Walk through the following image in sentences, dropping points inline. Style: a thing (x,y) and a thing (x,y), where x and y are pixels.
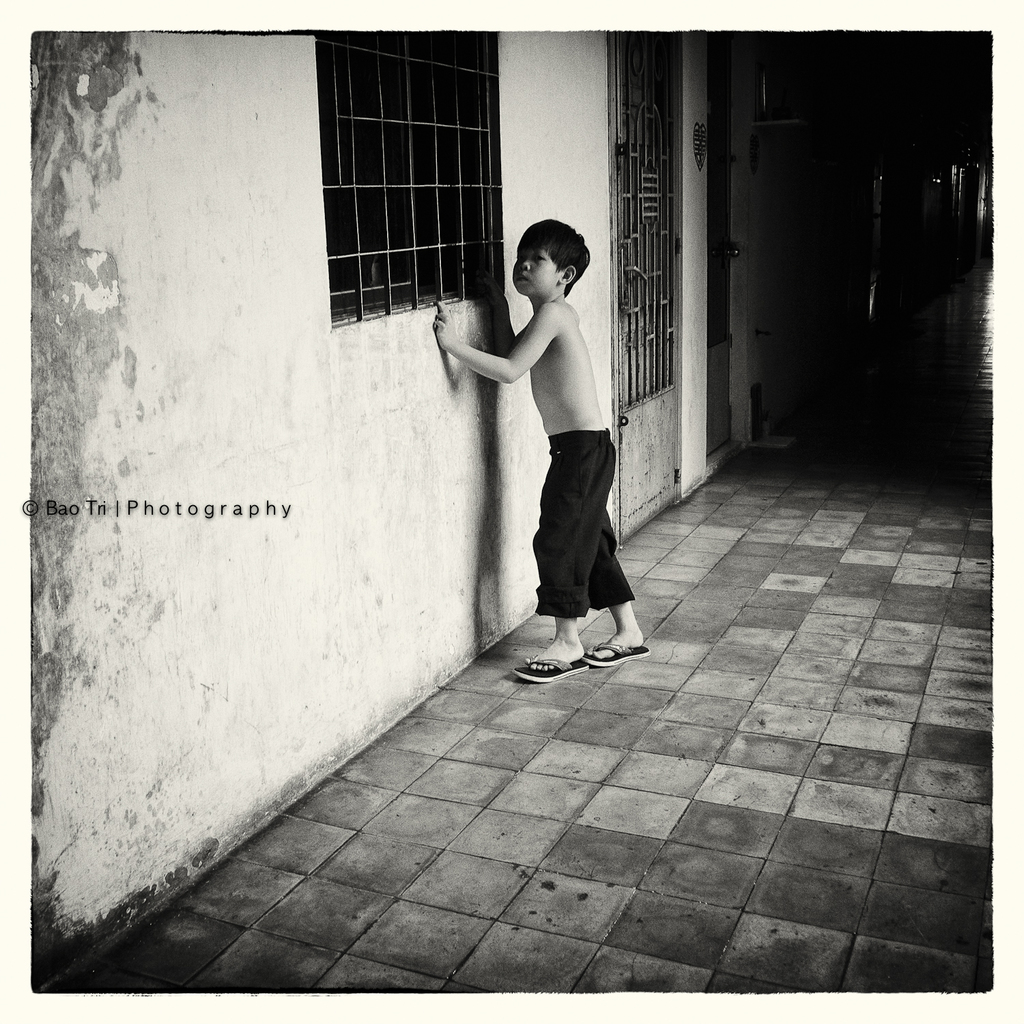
In the image we can see black and white picture of the boy (584,473) standing, wearing slippers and shorts (612,584). Here we can see the floor (582,789), wall (390,625), window (395,169) and the fence (384,122). On the left middle (175,507) we can see watermark (175,507).
